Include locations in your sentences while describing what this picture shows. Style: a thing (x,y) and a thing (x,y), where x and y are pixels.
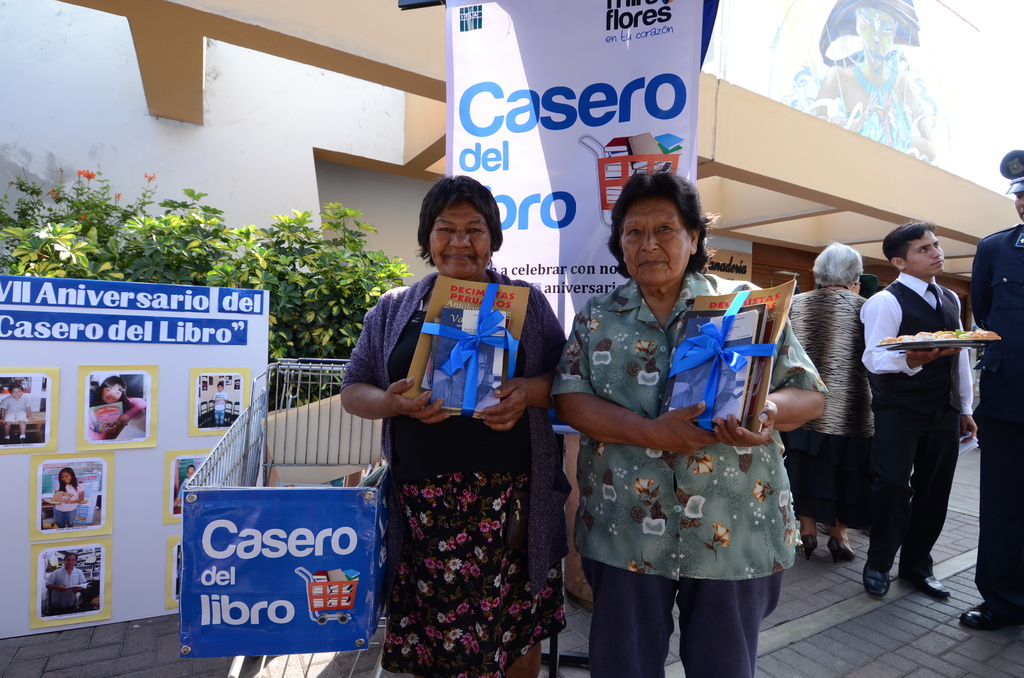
In this image in the front (540,396) there are women (603,399) standing and smiling, holding books (493,369) in their hands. In the center (603,233) there are boards (589,208) with some text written on it and there is a trolley (301,508) with some text (315,539) written on the trolley (310,539). In the background (878,265) there are persons (922,272) standing, there is a building (880,200), there are plants (321,244) and there is some text (738,263) written on the wall (741,268) of the building (747,262).
